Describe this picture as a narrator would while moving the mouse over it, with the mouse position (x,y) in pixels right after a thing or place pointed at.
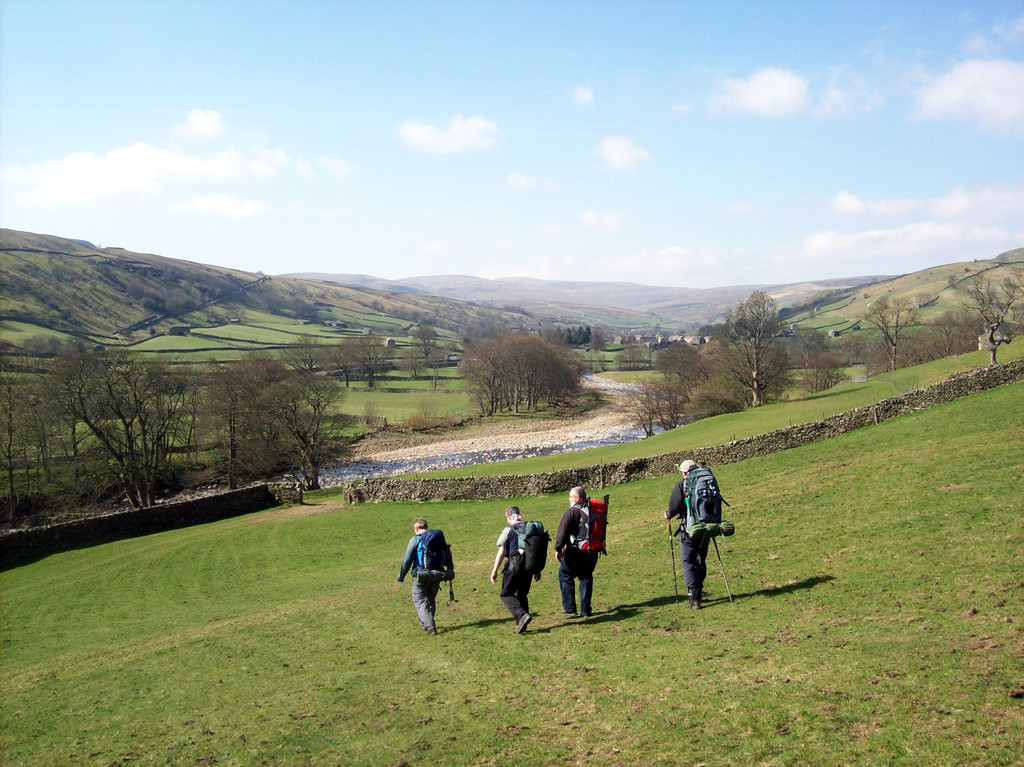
In the image there are few persons (595,559) with trekking bags (695,529) walking on the grassland (732,544), in the front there are trees (498,405) all over the place followed by hills (207,307) in the background (472,311) and above its sky (595,110) with clouds (953,92).
